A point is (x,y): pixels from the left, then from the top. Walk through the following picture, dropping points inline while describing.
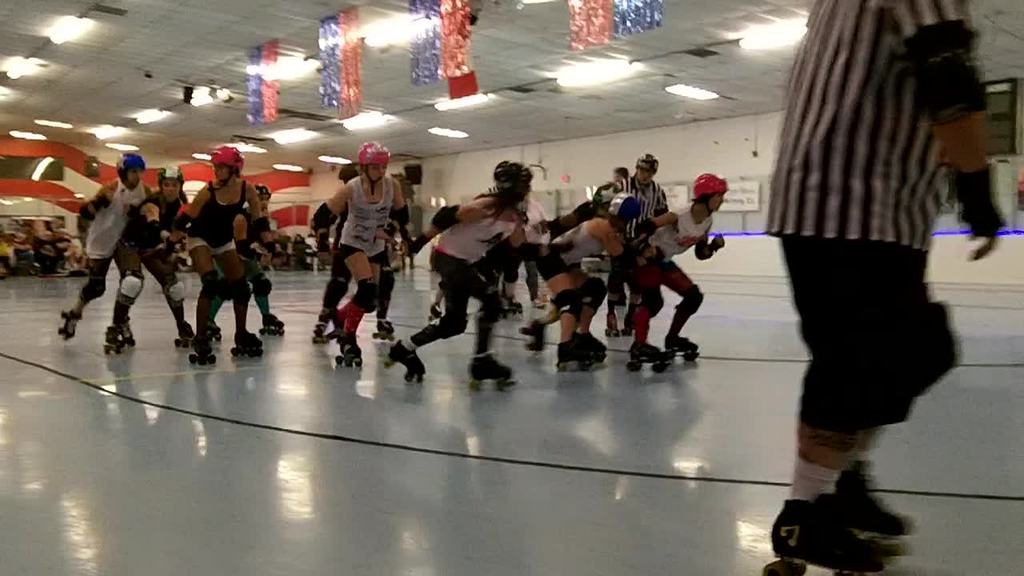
In this picture we can observe some people (345,331) skating on the skating rink (547,363). All of them are wearing helmets (141,170) on their heads (610,188). We can observe some ribbons (331,86) hanged to the ceiling (109,43). There are some lights (39,60). In the background (500,153) there is a wall (510,154) which is in white color.
